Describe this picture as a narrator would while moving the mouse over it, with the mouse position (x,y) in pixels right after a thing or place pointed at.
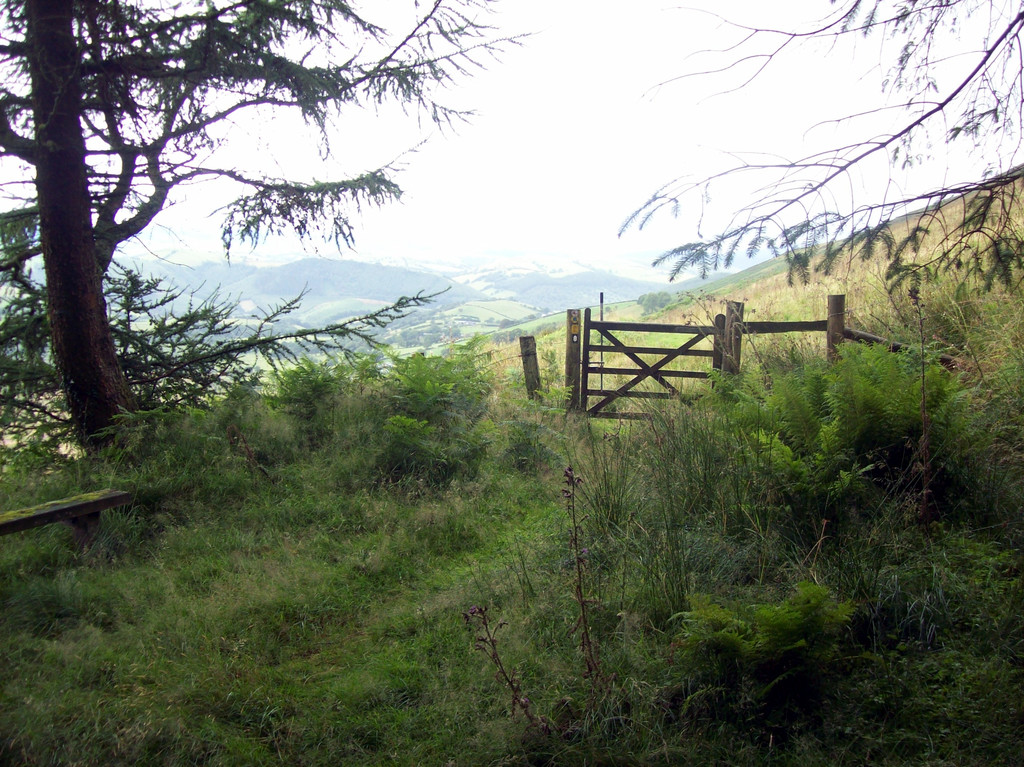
In the image I can see a place (225,521) where we have some trees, plants (693,414) and also I can see a fencing (706,333) and mountains (702,297) to the side.
